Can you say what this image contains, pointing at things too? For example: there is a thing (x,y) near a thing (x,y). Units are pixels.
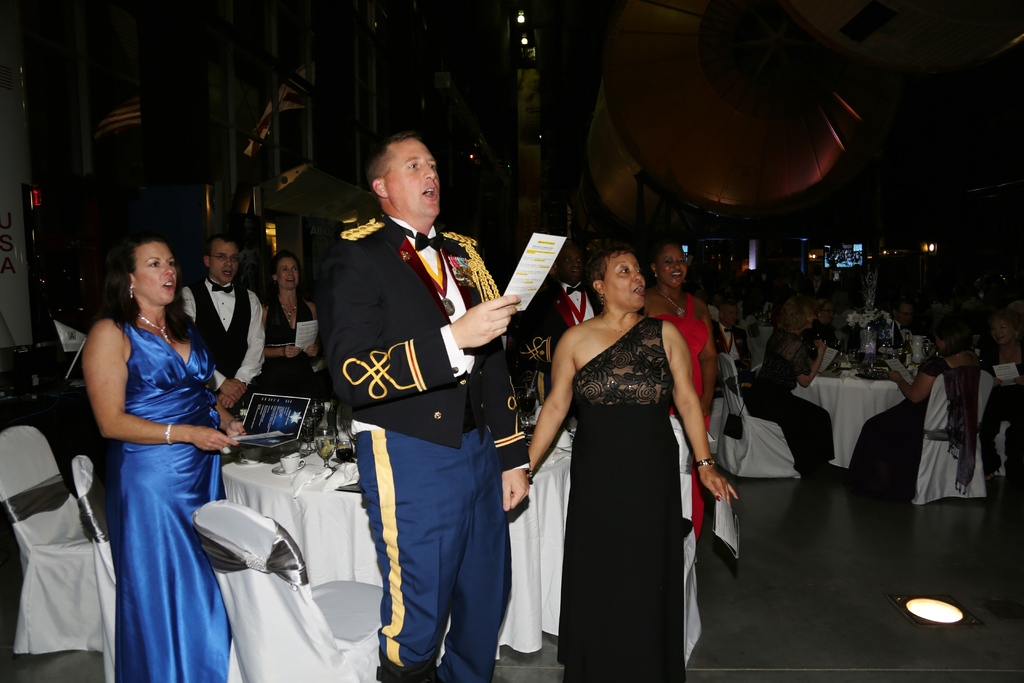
In this image we can see a group of people (616,345) standing on the floor (713,625). One person (469,329) wearing black coat (446,322) is holding a card (509,293) in his hand (503,309). One woman (163,381) is wearing a blue dress (172,546). In the background (815,326), we can see a group of people (770,349) sitting on chairs (934,390) in front of a table (835,375) on which flowers (870,317) are placed.
